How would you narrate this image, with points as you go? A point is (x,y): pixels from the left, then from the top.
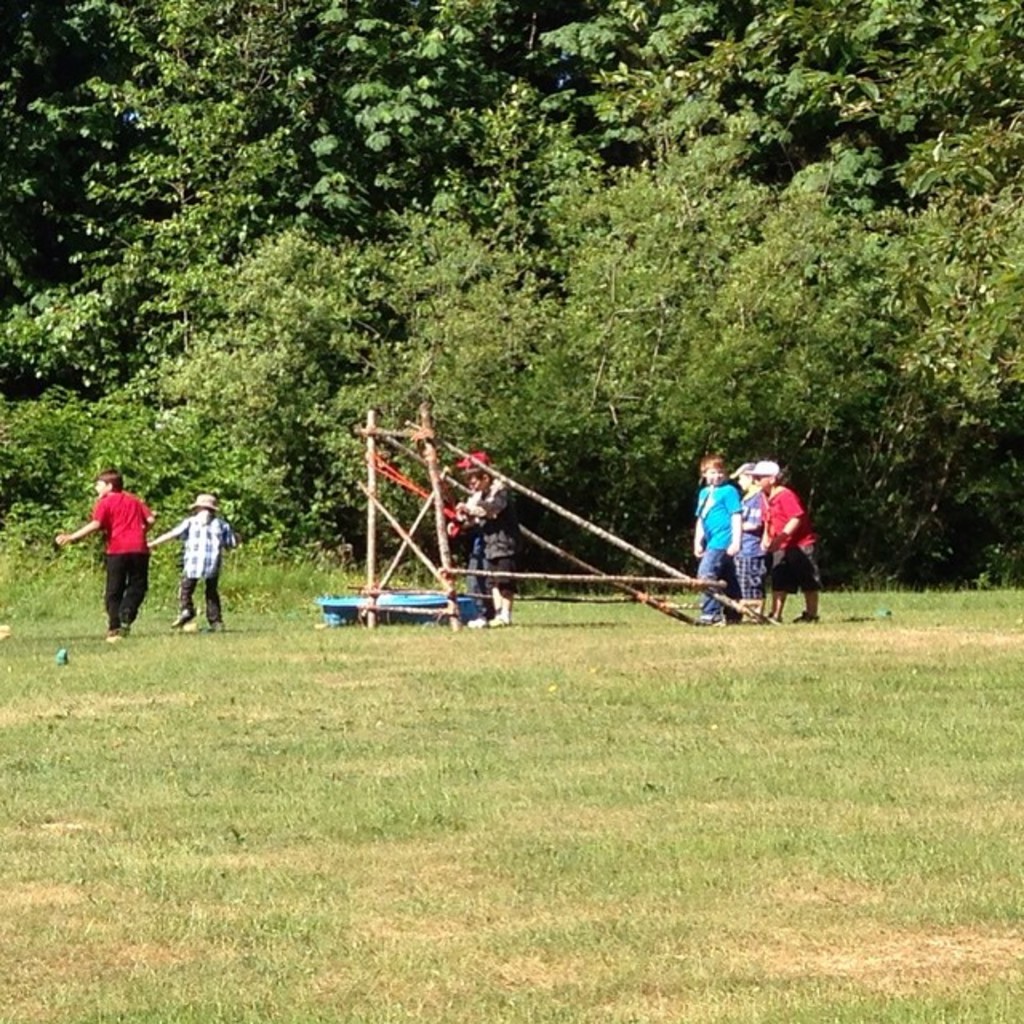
In this image we can see a group of children (189,524) standing on the ground (286,648). In the center of the image (568,513) we can see some wooden poles (527,490) and a container (394,605) placed on the grass field (596,699). In the background (631,430), we can see a group of trees (535,256).
